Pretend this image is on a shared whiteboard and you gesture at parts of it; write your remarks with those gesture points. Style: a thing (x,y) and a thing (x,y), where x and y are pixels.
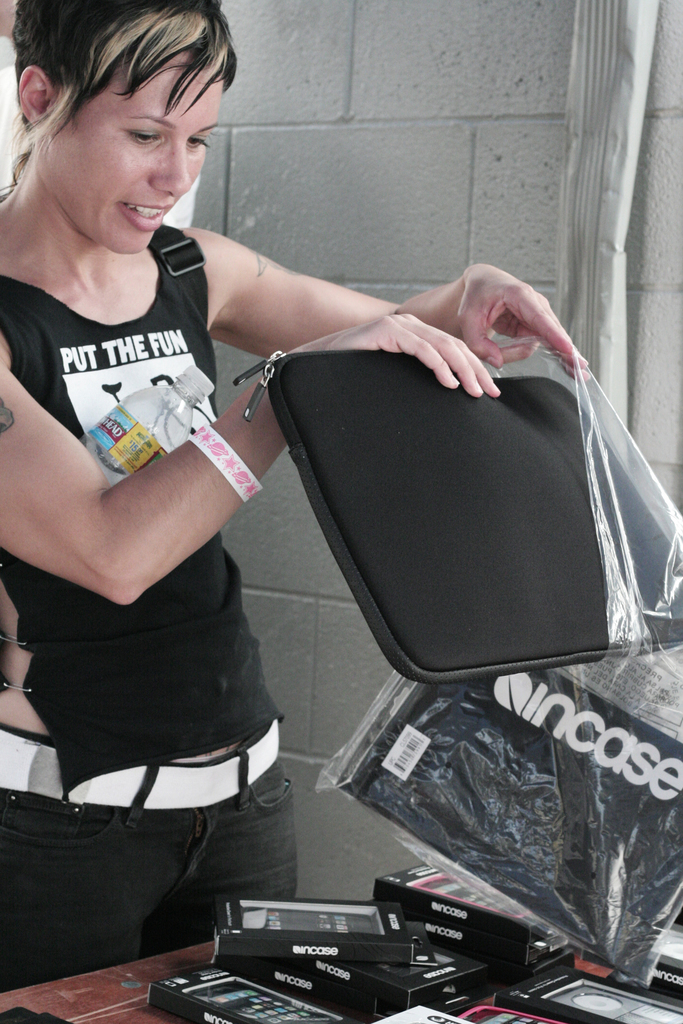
In this picture there is a girl (171,69) who is standing on the left side of the image (142,294), by holding a bag (378,442) in her hands (482,382), there is a table (1,1002) in front of her which contains boxes (354,912) on it.
